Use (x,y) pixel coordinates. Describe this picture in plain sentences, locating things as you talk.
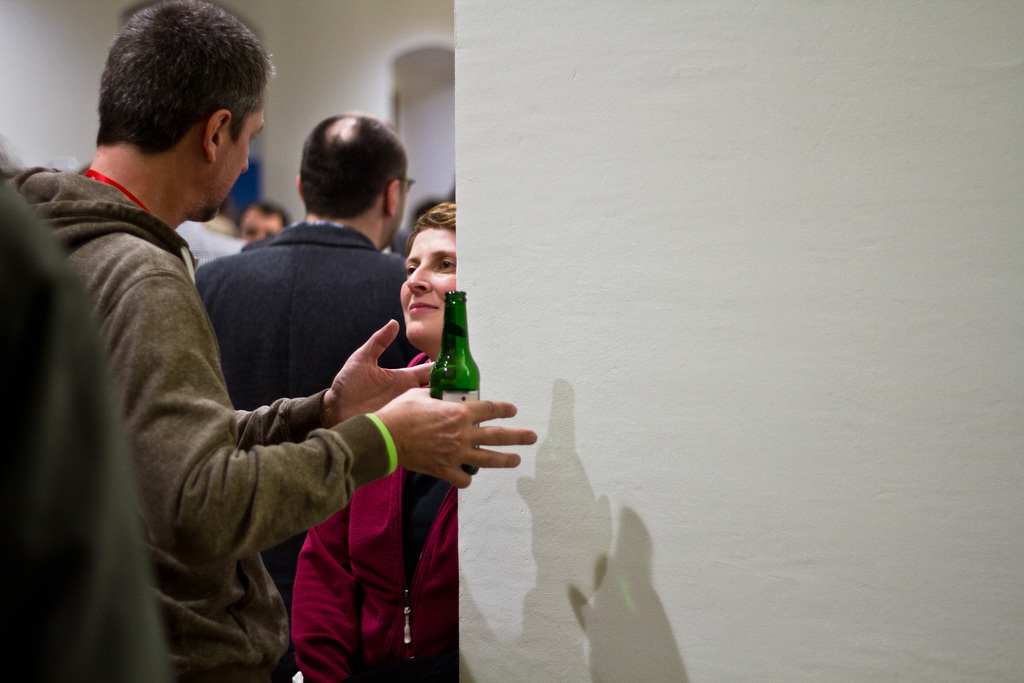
Here we can see a man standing on the left side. He is holding a bottle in his hand (488,409) and he is having a conversation with this woman (447,289) who is on the right side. In the background (312,230) we can see a few persons (278,253).
